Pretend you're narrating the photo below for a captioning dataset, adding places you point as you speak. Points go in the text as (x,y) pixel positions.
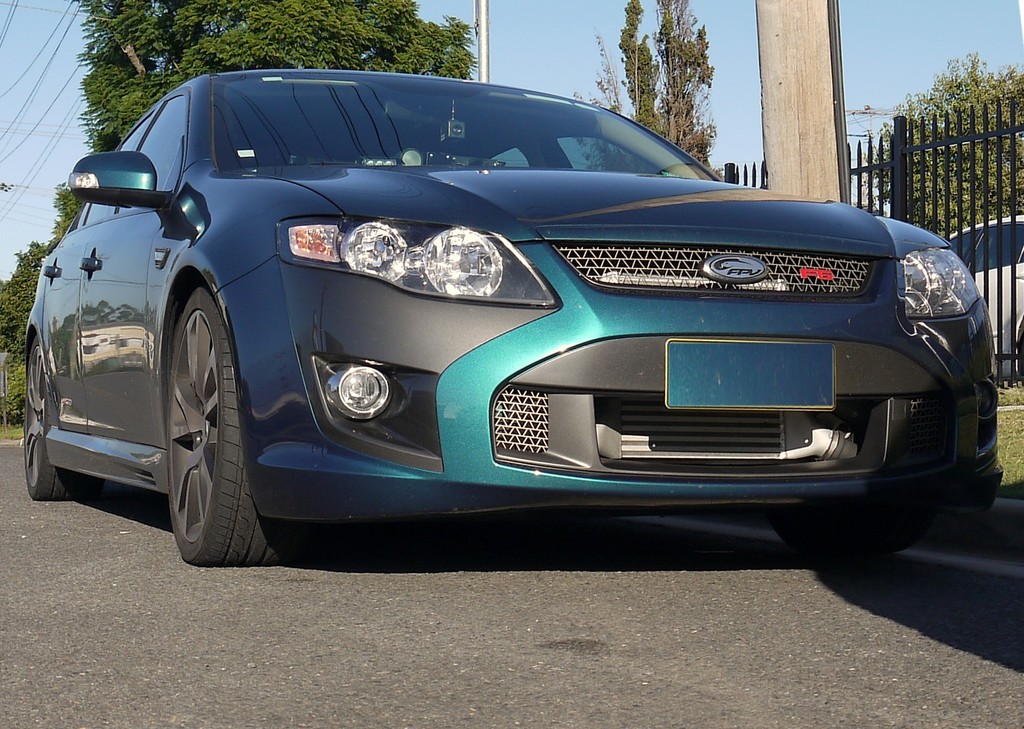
In this image I can see a car (407,357) on the road (423,652). On the right side (898,174), I can see the rail (933,168). In the background (387,63), I can see the trees (260,42) and the sky (903,47).
